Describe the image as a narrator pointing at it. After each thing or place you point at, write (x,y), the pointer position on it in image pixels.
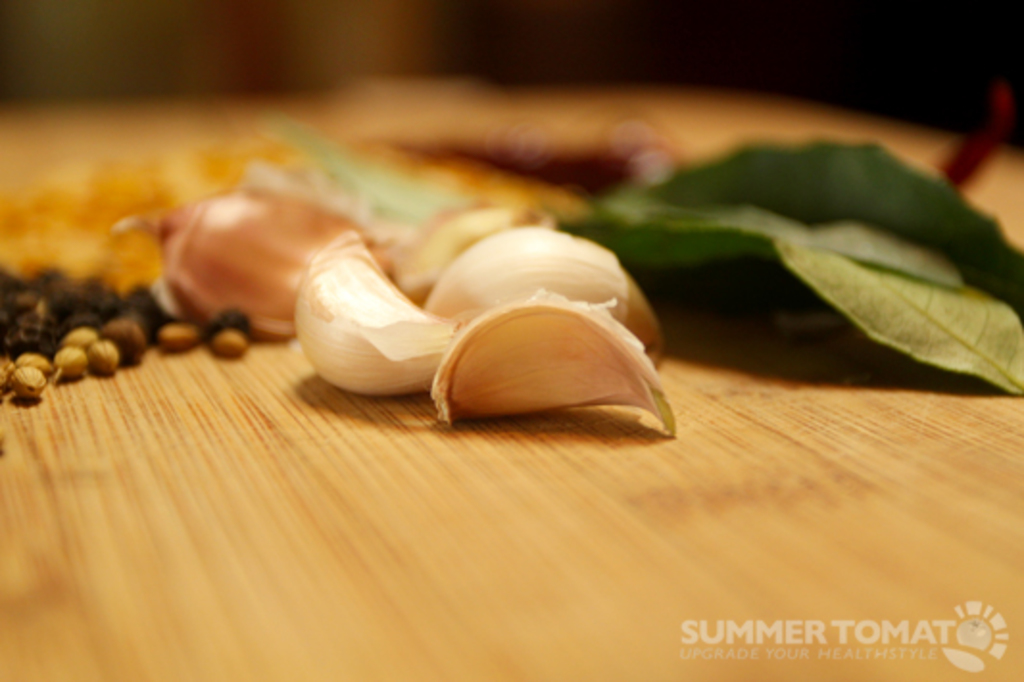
In this picture we can see garlic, leaf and some objects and these all are on the platform (463,447), in the bottom right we can see some text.
